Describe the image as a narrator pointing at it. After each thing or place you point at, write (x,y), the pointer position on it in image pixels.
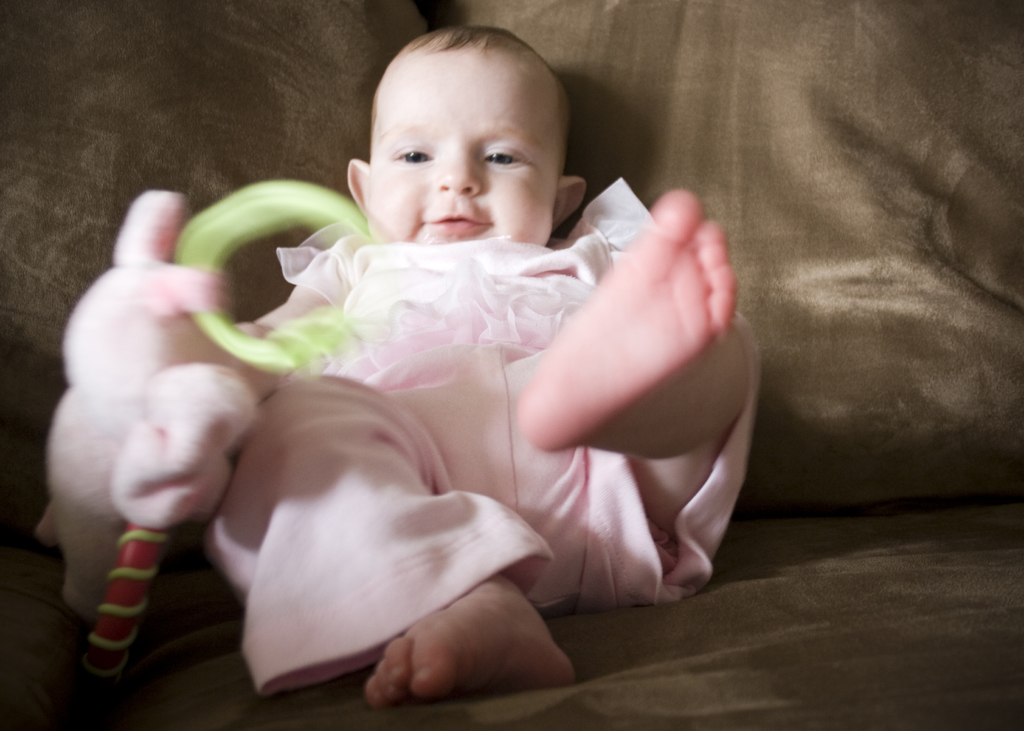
In the center of the image (524,446) we can see a kid (416,397) sitting on the sofa (684,599). On the left (173,416) there is a soft toy (178,400).
